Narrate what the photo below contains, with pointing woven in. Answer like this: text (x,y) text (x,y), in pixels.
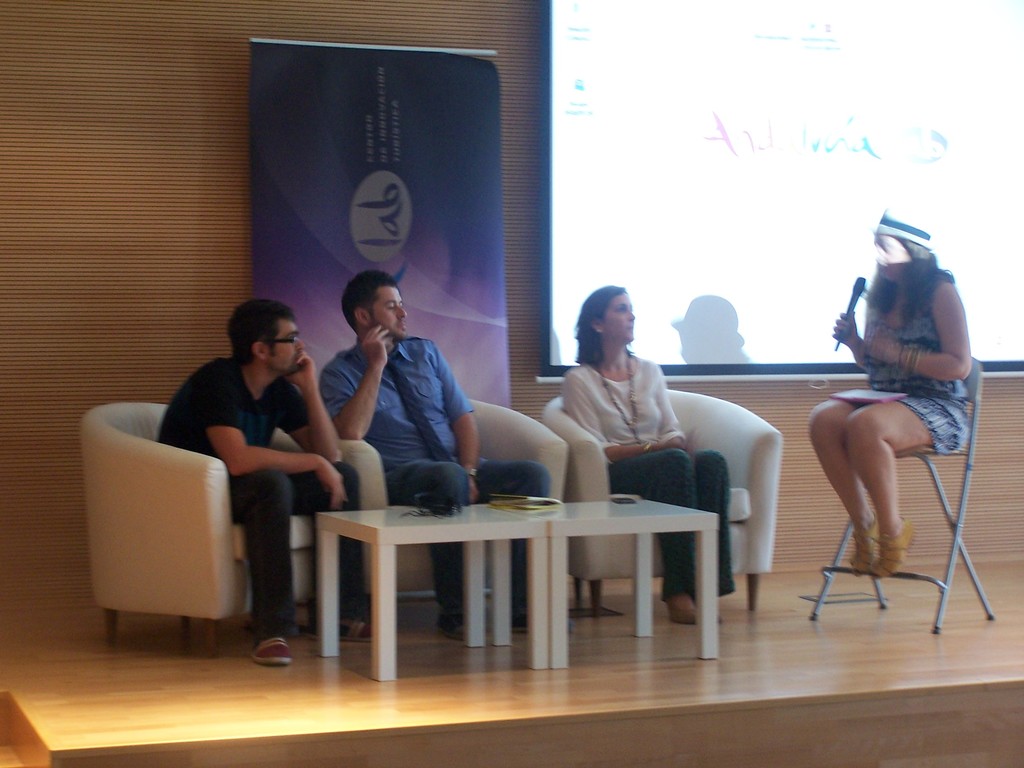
In this picture we can see four people (656,435) they are all seated on the chair (720,426), in the right side of the given image a woman (874,361) holding a microphone (858,294) in her hands (835,328), in front of them we can see a book (535,503) on the table (497,579), in the background (456,200) there is a hoarding (455,137) and a projector screen (678,168).
